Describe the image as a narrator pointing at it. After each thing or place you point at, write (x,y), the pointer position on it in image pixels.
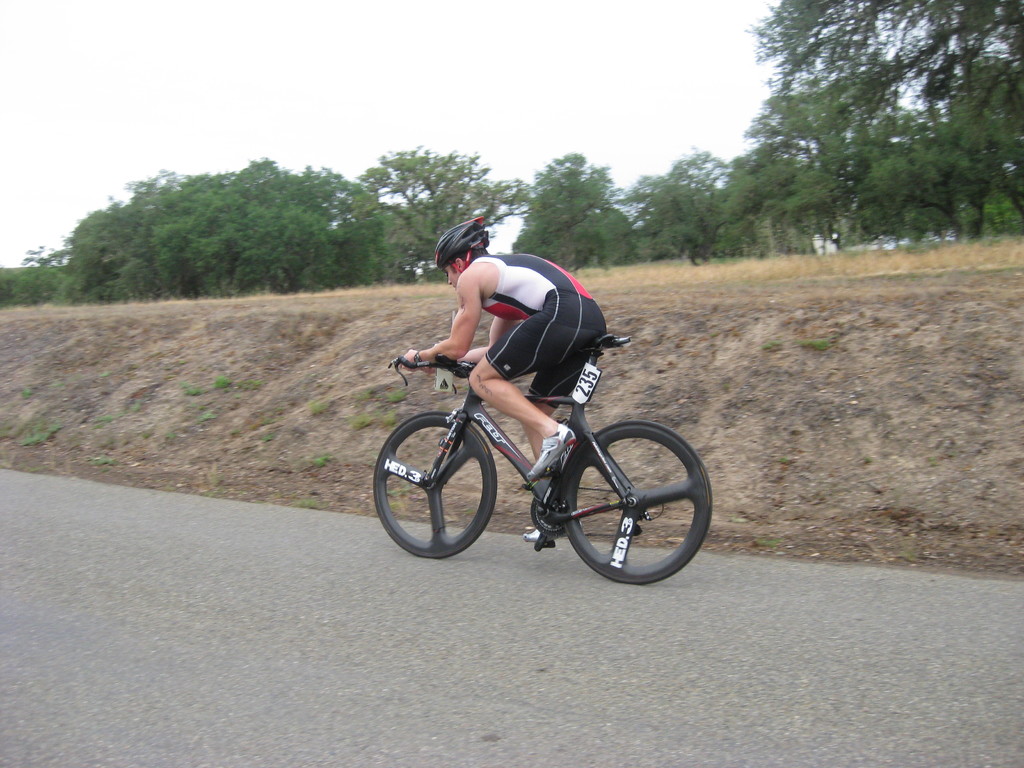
This is the picture of a place where we have a person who is wearing the helmet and riding the bicycle (516,457) and to the side there are some trees (993,176) and grass (75,407) in the floor (731,528).
